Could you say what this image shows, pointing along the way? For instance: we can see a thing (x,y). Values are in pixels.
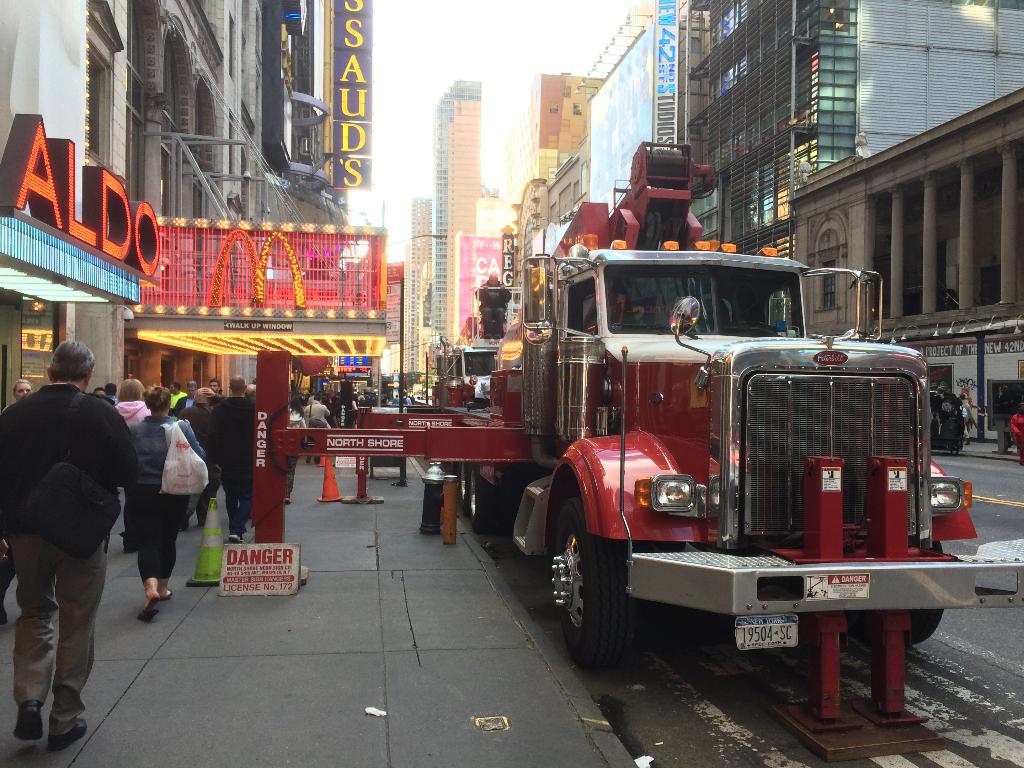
In this image on the left side (88,447) there persons (134,487) walking and there are boards (140,225), buildings (129,125) and on the boards (64,184) there is some text (92,208) written on it. In the center (478,411) there are vehicles (642,474) and on the right side (928,313) there are persons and there are buildings (930,294). In the background (557,224) there are buildings (453,295) with boards (476,257) and on the board (475,293) there is some text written on it.
